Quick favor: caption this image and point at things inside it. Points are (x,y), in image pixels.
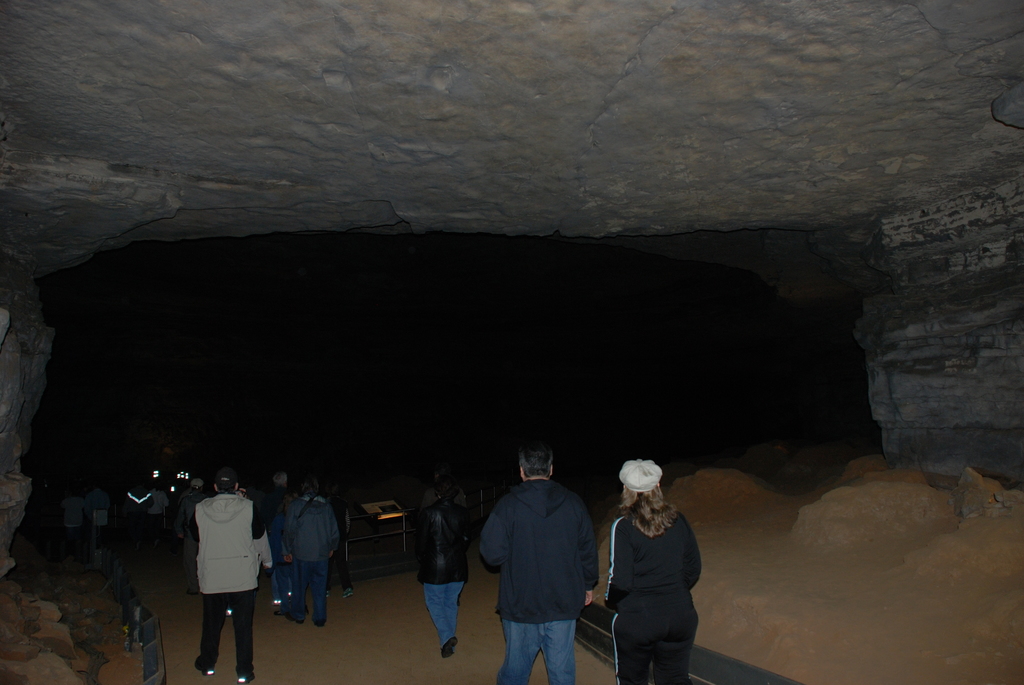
At the bottom of the image (250,536) we can see some persons (305,508), barricades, boards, rocks (78,644). In the background of the image (309,458) we can see a cave (736,254).
